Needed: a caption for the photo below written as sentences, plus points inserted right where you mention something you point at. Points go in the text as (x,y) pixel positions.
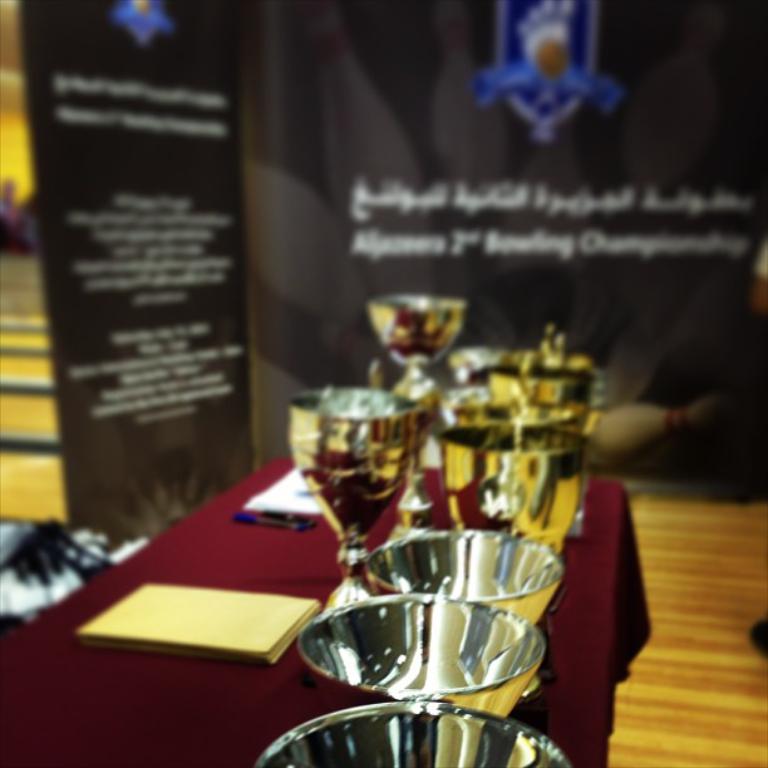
In this image, we can see a table (587,581) covered with a cloth (586,736) and some objects (453,723) like trophies (441,585) and papers (230,615) are on it. We can see the ground (664,644). We can also see a board (283,139) with some images (326,121) and text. We can see some objects (50,526) on the left (43,560).
